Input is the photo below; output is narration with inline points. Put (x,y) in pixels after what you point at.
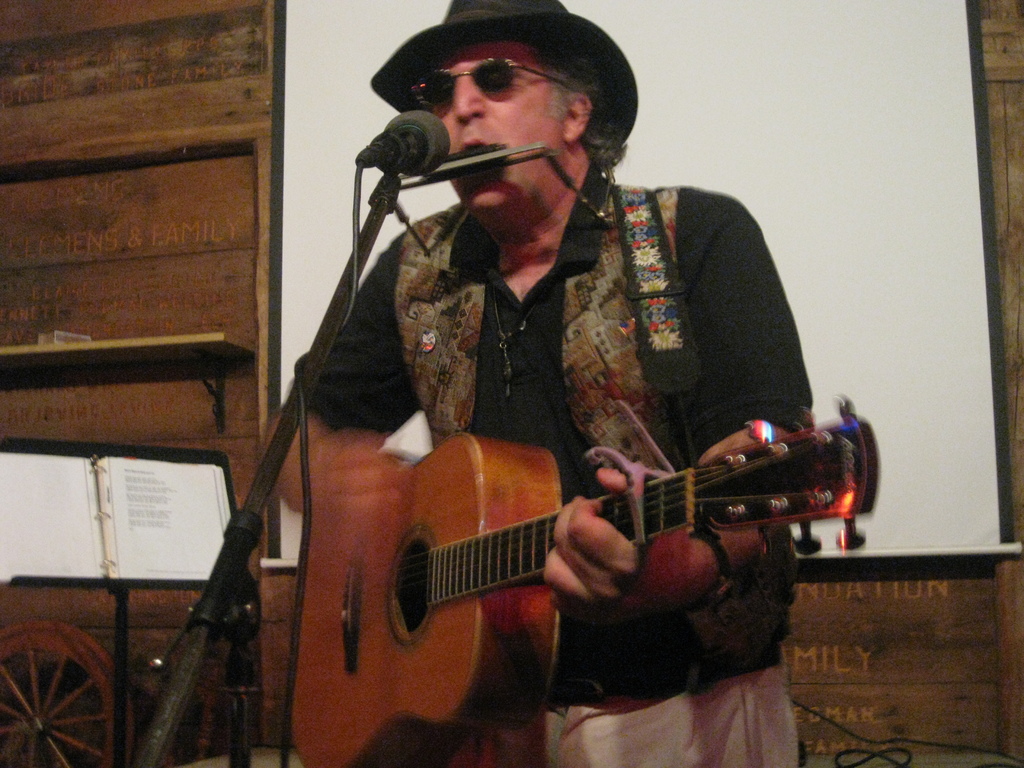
In this picture we can see a man (405,244) wearing a black hat (524,39). Standing in front of a mike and playing guitar (396,599). On the background (874,201) we can see a white board (844,271). This is a book (112,537) on the stand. Here we can see a wheel (97,673).
